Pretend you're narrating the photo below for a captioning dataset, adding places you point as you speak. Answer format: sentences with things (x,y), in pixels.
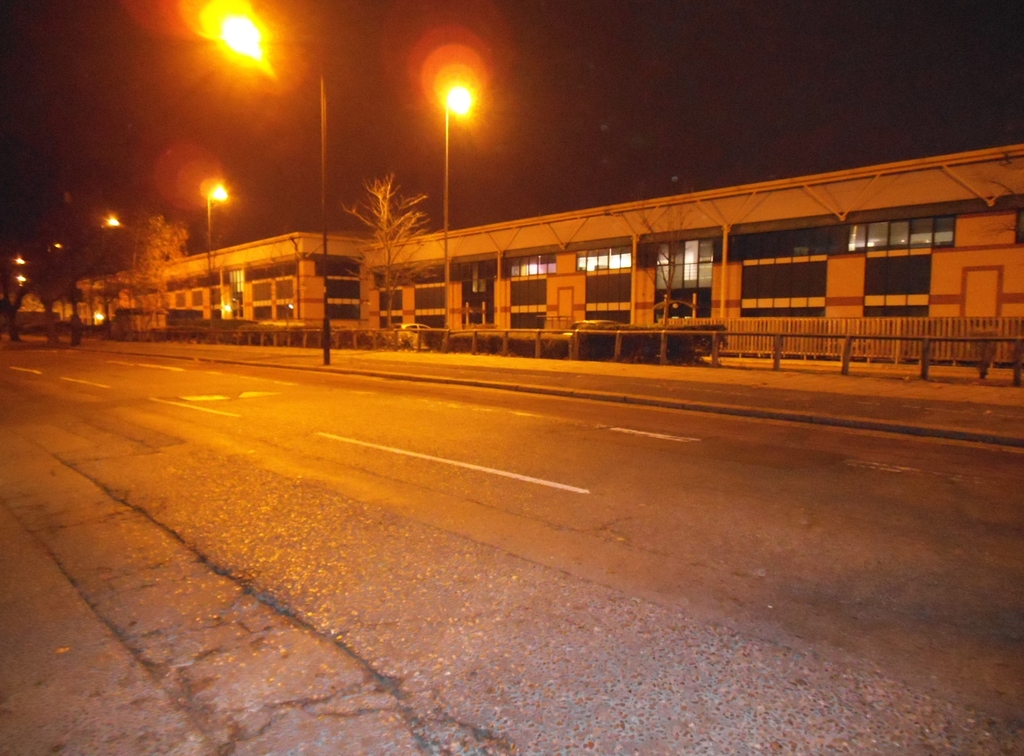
At the bottom of this image (662,610), there is a road (807,622), on which there are white color lines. In the background (1017,269), there are buildings (718,260), lights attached to the poles (449,180), there are trees (10,258), plants (265,341), fences (939,354) and there is sky (807,81).
